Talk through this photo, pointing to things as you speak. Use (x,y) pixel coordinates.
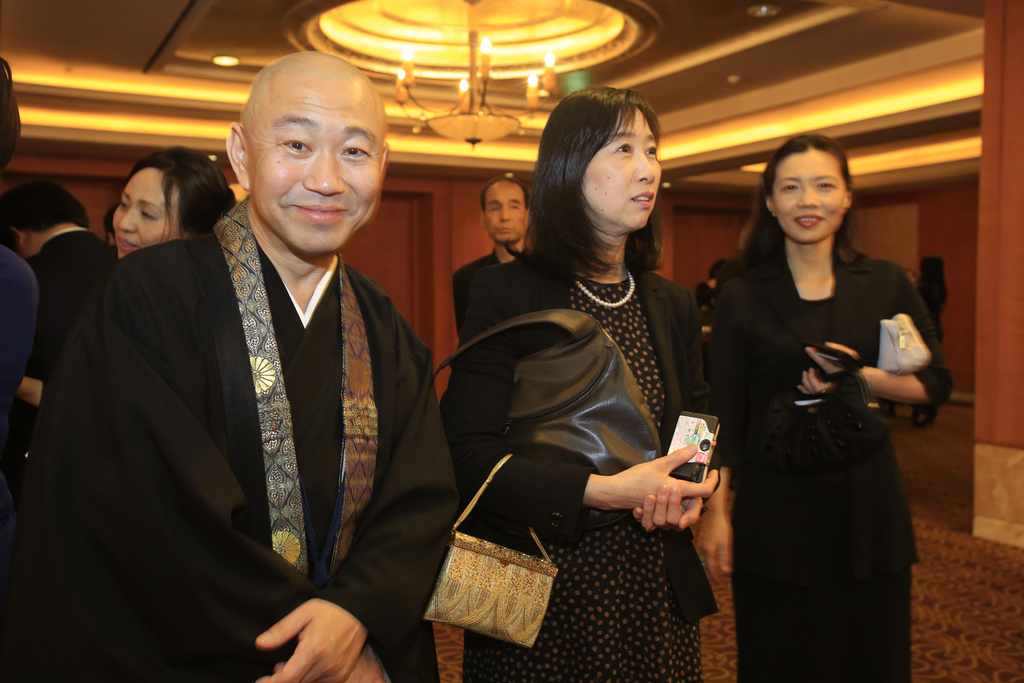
Here we can see few persons (318,452) are standing and among them two women (742,449) are carrying bags (530,606) on their hands (672,499) and holding a camera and a phone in their hands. In the background (359,31) we can see the wall (439,294), chandelier (472,30) and lights (484,44) on the ceiling (452,103).
